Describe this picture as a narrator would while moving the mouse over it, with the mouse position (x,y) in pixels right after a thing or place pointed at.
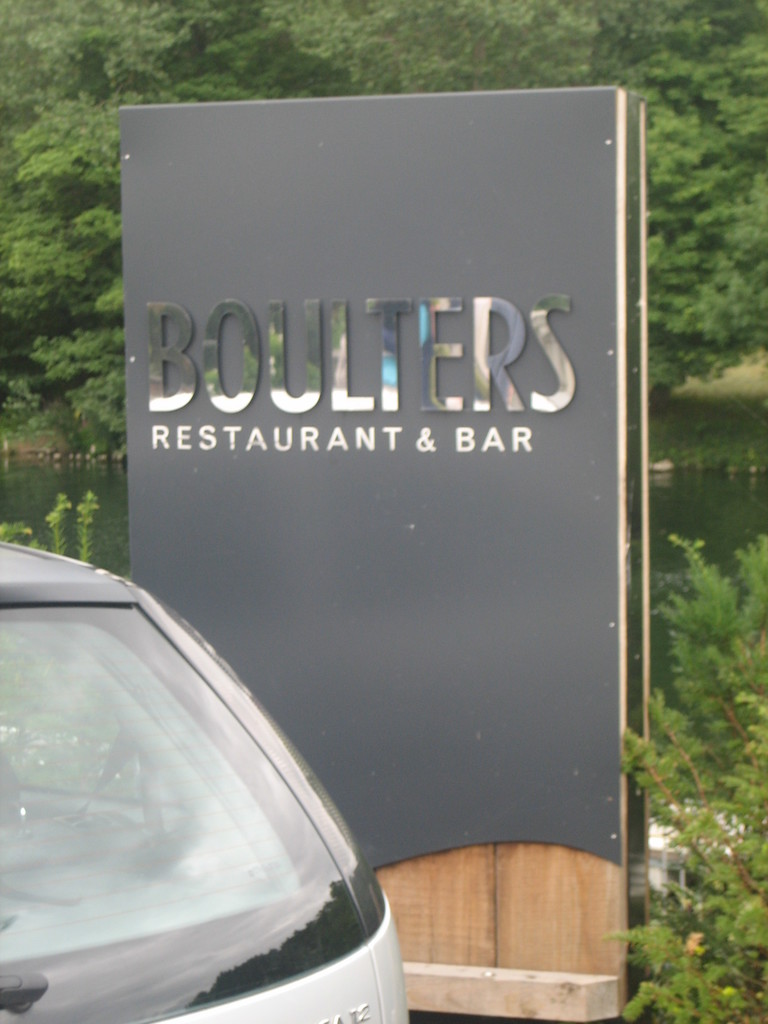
In the foreground of the picture (243,650) there are plants (764,869), board (347,641) and a car (66,785). In the center of the picture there is a water body (671,528). In the background (124,57) there are trees (678,312).
